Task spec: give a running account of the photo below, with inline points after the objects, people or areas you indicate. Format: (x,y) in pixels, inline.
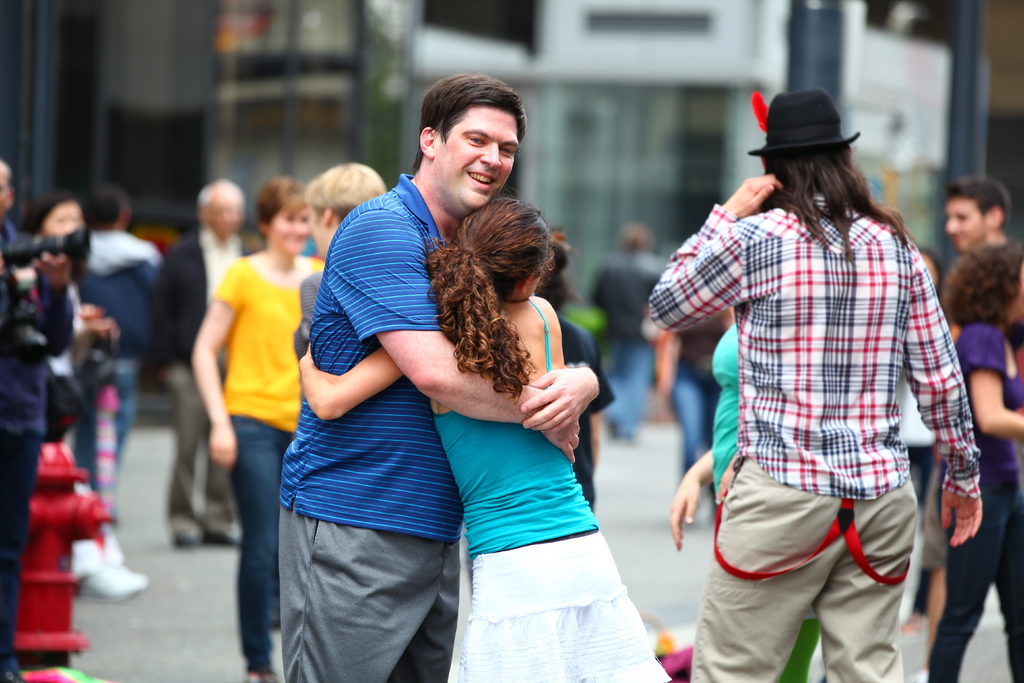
In this image, there are group of people (829,310) standing and wearing clothes (134,319). There two persons (467,348) hugging in the middle of the image (475,393). There is a fire hydrant (52,567) in the bottom left of the image (49,555).
